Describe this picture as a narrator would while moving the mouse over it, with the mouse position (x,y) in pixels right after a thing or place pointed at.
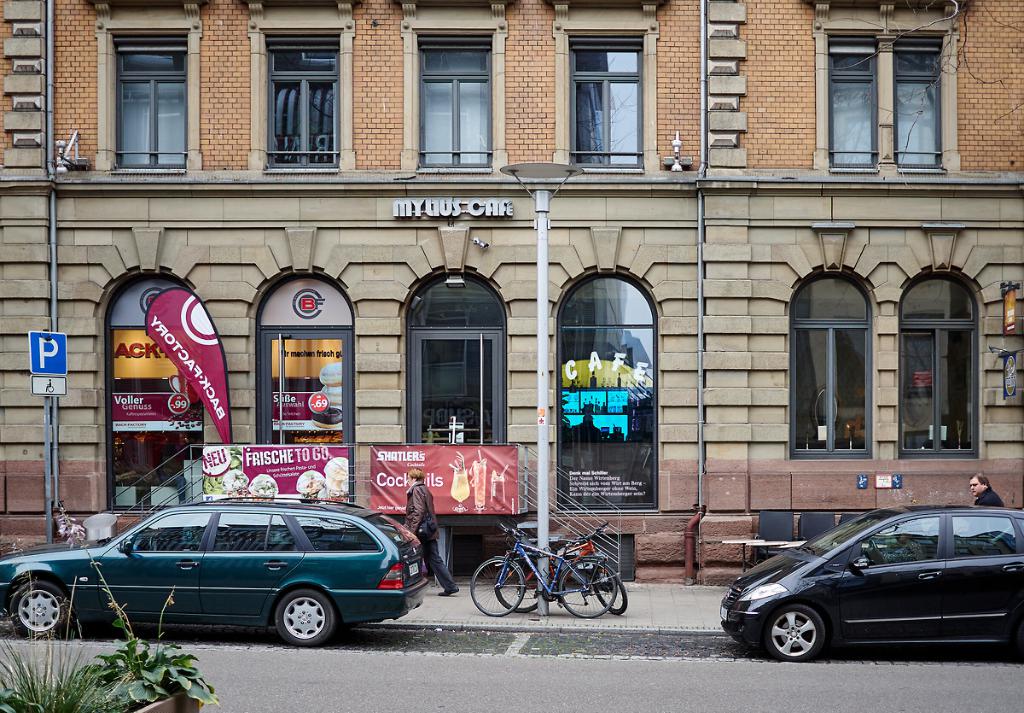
In this image, we can see two cars (391,608), there are some bicycles (553,589), there is a person (437,533) walking, we can see a building (441,164).
